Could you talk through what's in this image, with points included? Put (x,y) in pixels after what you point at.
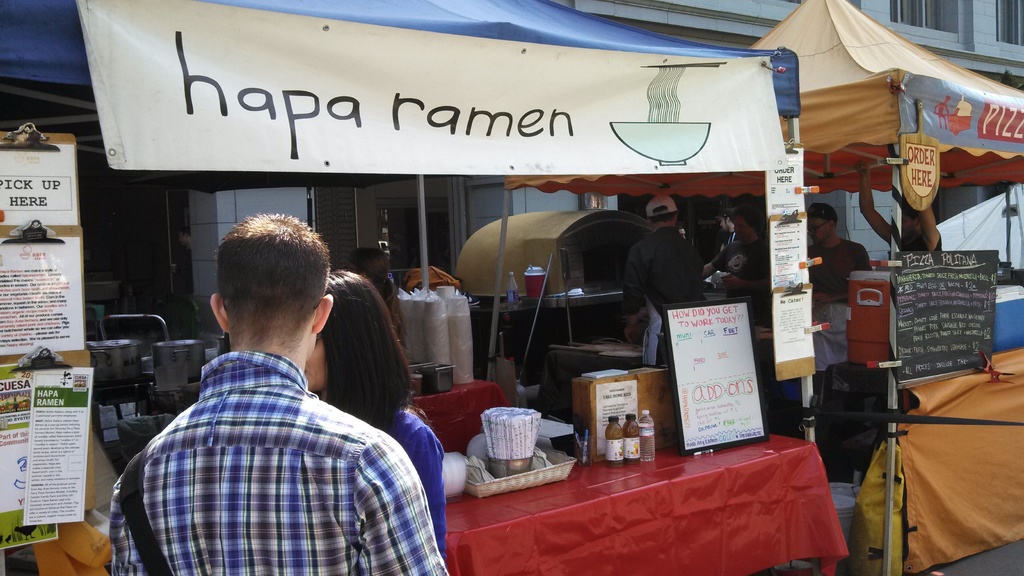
This picture is clicked outside. On the left (311,428) we can see the two persons (294,417) and in the center (418,375) we can see the tables (607,475) on the top of which bottles (638,429), boxes (641,384) and many other items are placed and we can see the utensils (194,364) and the text (903,298) on the boards (906,144) and that text (291,131) and pictures (678,112) on the banners (642,114). In the background (870,4) we can see the building (924,22), we can see the group of persons (763,265), tents (517,35), metal rods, tables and many other objects (473,281).
